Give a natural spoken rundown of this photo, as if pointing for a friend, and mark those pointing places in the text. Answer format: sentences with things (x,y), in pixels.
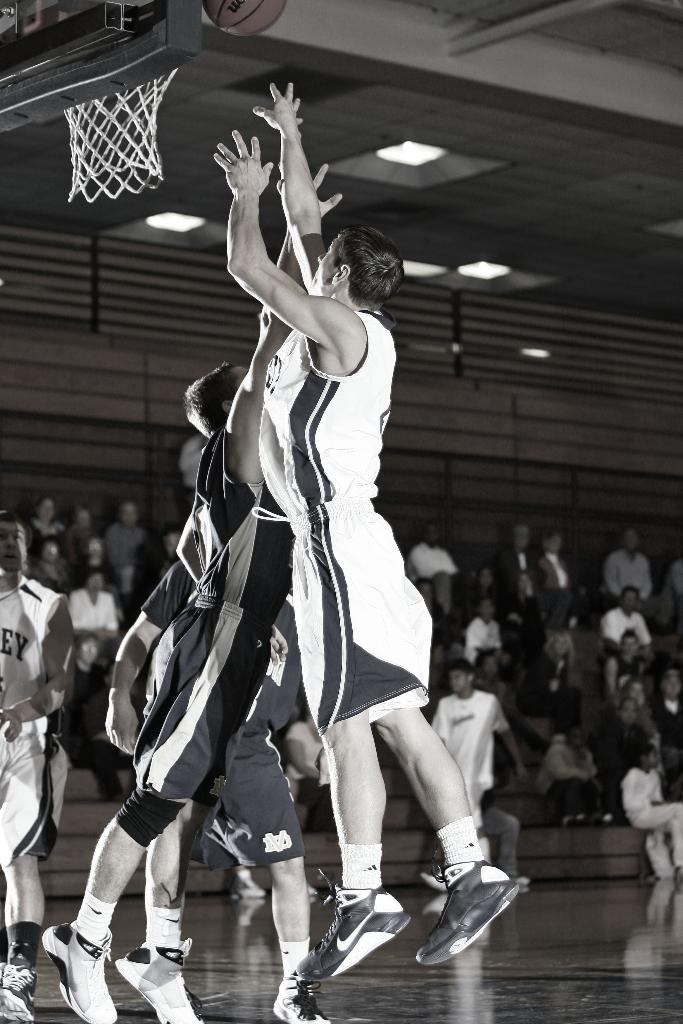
In this picture I can see group of people (323,379) playing a game, there is a basketball (235,10), there is a basketball hoop (38,67), and in the background (188,468) there are group of people (630,663) sitting.
